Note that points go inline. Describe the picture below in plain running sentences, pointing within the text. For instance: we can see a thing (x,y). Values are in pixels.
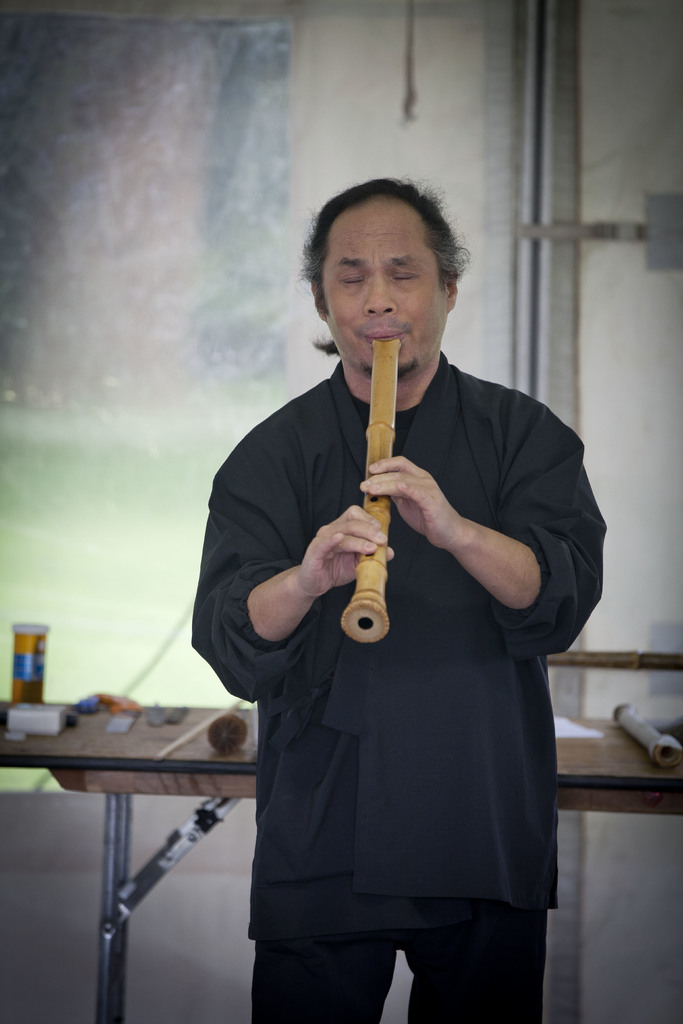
Here we can see a man (434,982) playing a musical instrument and behind him there is a table (243,754) and something resting on it
